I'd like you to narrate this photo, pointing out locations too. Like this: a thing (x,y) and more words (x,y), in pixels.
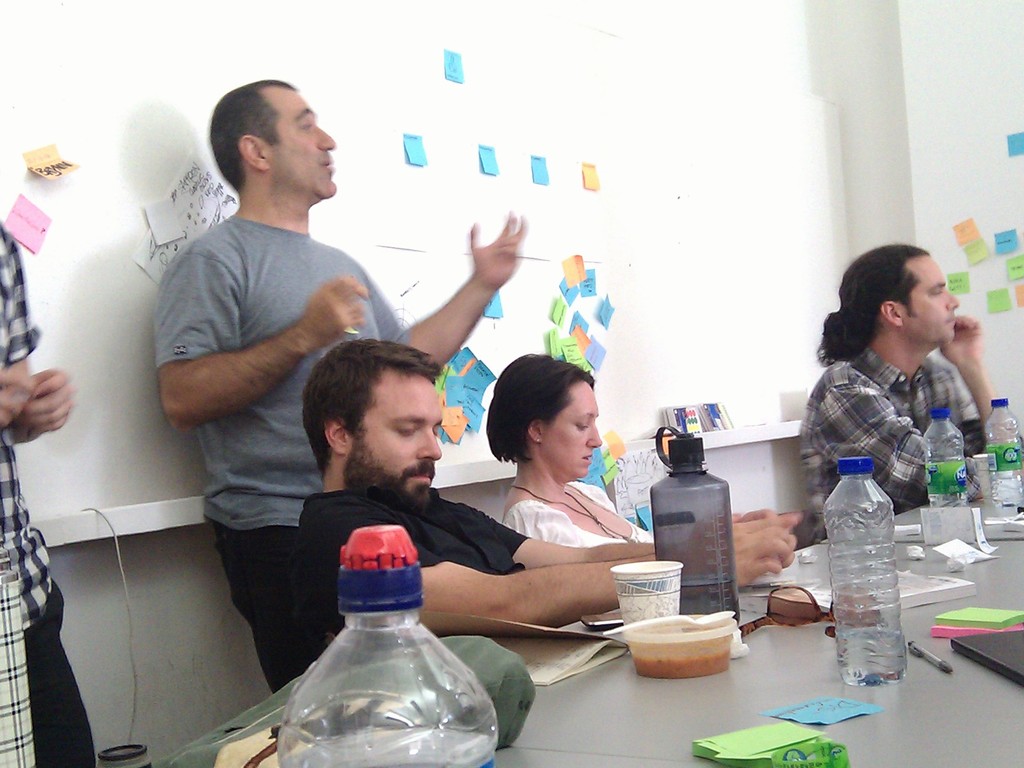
This image consists of a five persons (980,390). Out of which three persons (981,397) are sitting on the chair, in front of the table (996,543) on which bottle (875,606), tea cups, glass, pen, mobile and so on kept. And two person (191,326) are standing and talking. The background (125,373) is white in color on which color papers (576,326) are attached. This image is taken inside a office (340,621).
